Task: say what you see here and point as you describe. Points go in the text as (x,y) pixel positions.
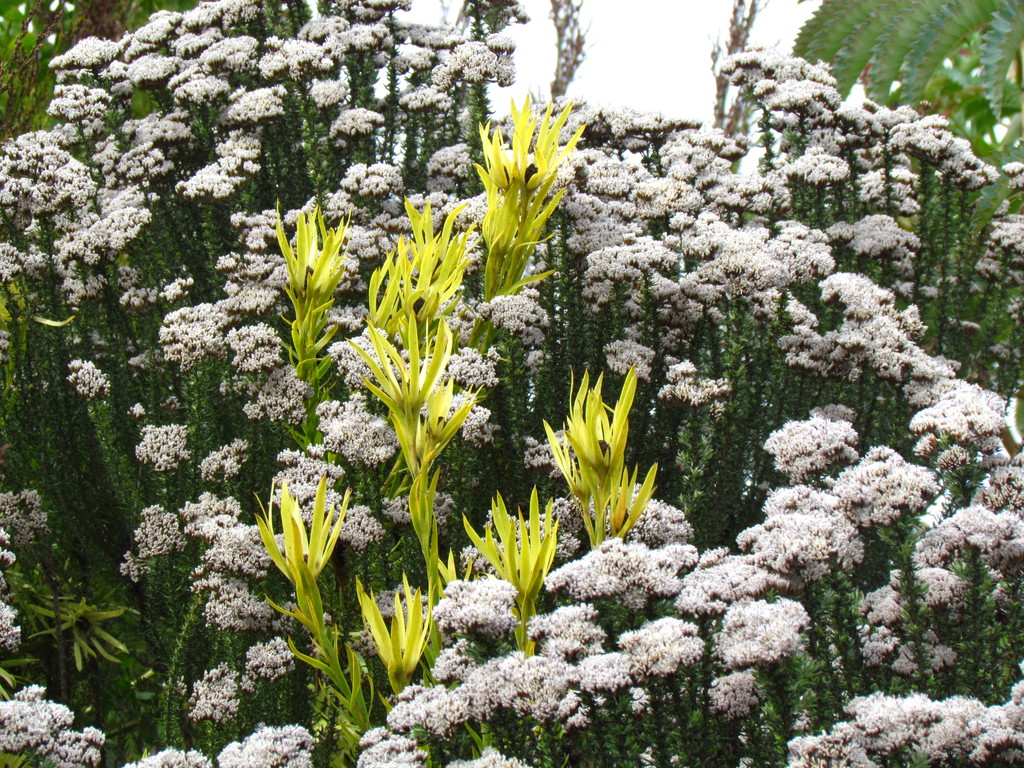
In this picture we can see the flowers (758,253) on the plant (685,541). At the top (641,87) there is a sky (612,1). On the right (1023,345) we can see the leaves (971,12).
